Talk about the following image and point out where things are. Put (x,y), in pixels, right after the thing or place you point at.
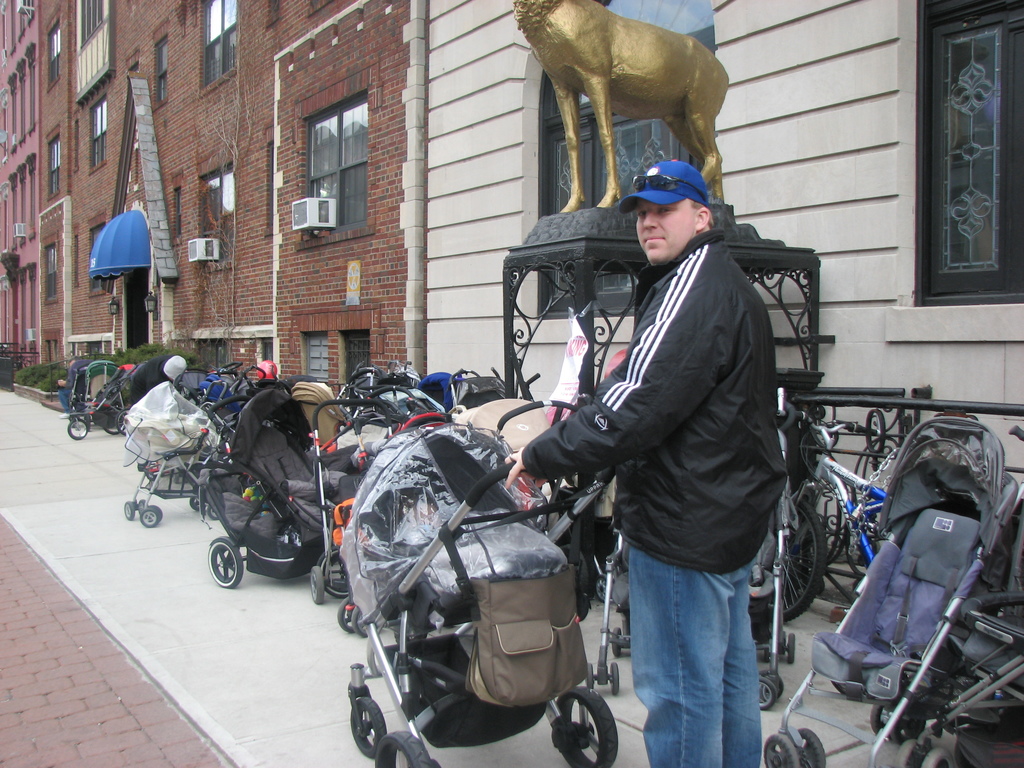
In the foreground of this image (624,637), there is a man (681,499) standing and holding a baby cart (490,528) and there are many baby wheel carts (312,445) on the side path (273,656). In the background (578,198), there is a sculpture (578,198), buildings (473,165), air conditioners (325,209), windows (334,177), plants (43,373) and the side path (65,561).
